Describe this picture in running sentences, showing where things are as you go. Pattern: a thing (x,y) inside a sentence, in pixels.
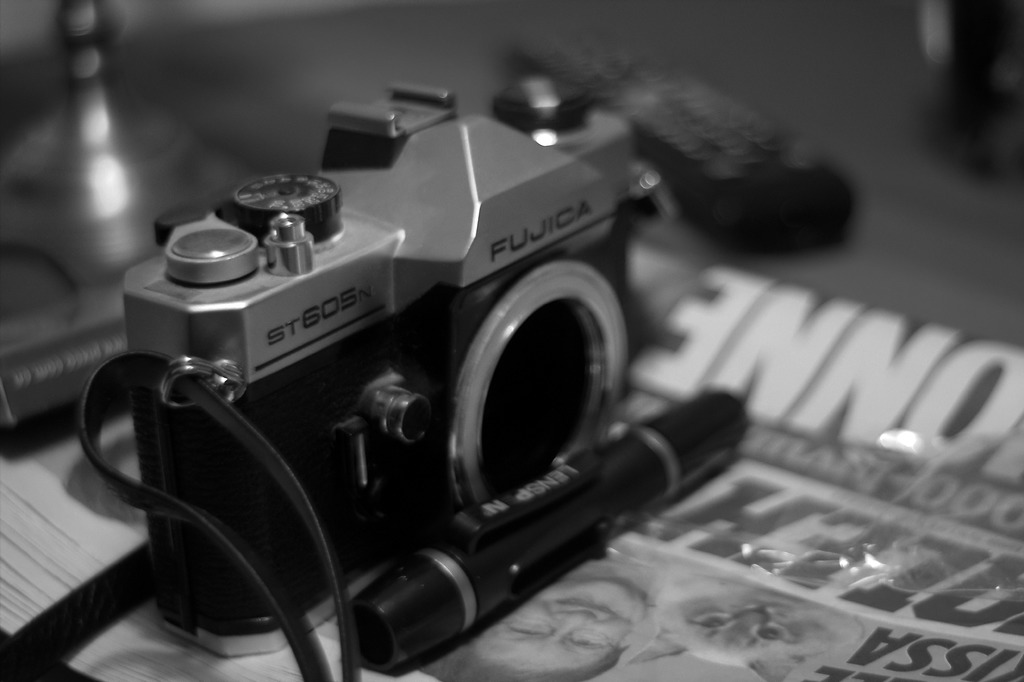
In this image there is a camera (194,344) and a pen (561,560) are on the newspaper (580,586). Left side (58,298) there is a book (24,355). Background (938,201) is blurry.
